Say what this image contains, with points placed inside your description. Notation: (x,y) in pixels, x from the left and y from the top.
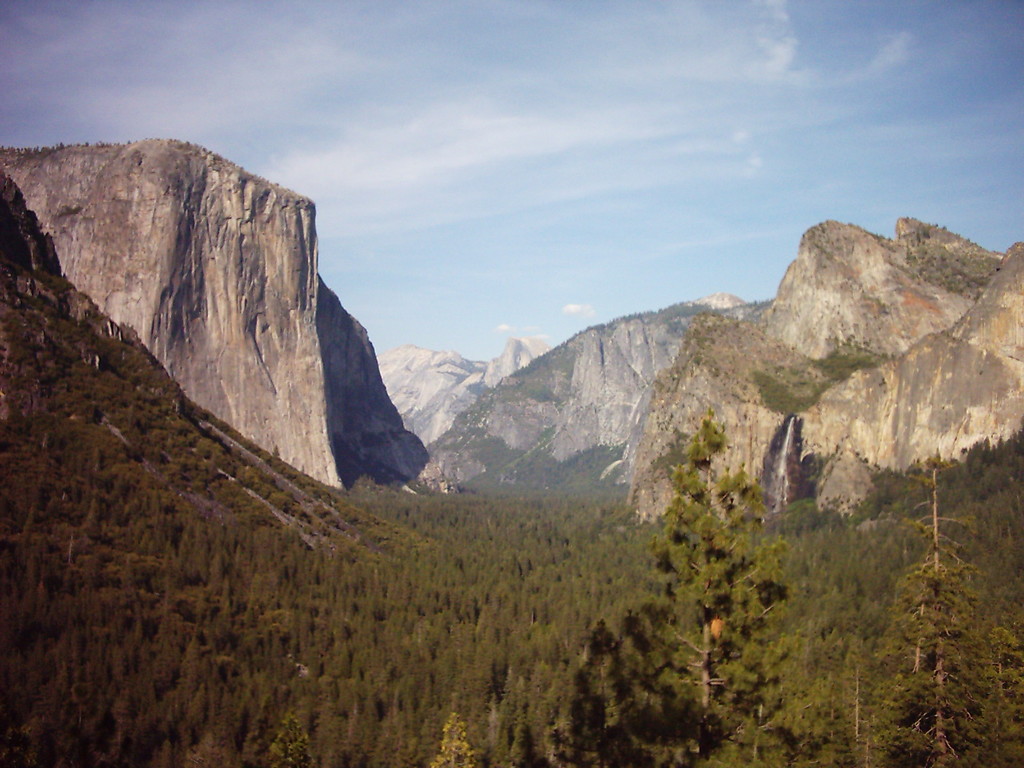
In this image we can see trees (425,590), hills (619,416), sky (764,122) and clouds (412,131).
